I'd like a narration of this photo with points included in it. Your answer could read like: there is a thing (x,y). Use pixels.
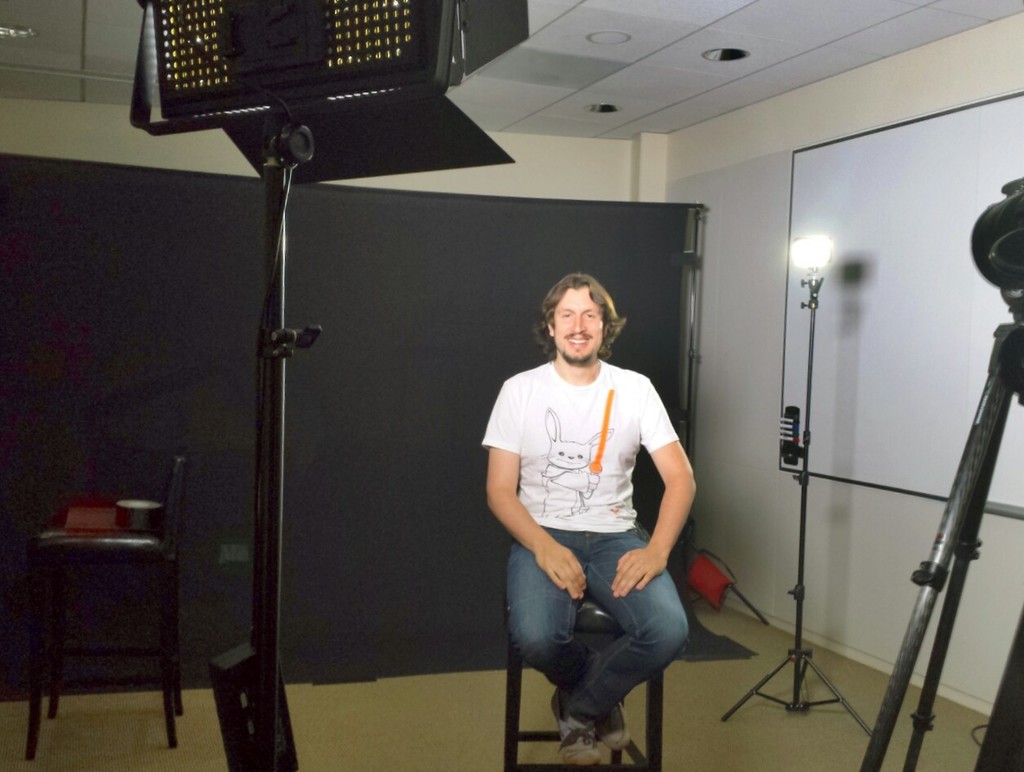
In the middle (583,279), a person (660,635) sitting on the chair (589,633) and having a smile on his face (595,342). In the right (897,400) a board (965,136) is there of white in color. A roof top (613,48) is white in color. The wall (734,135) is light yellow in color. In the left (288,154), light stand (280,222) is there. In the left bottom (172,562) a chair (177,700) is visible on which utensil (139,511) is kept. This image is taken inside a room (523,392).
